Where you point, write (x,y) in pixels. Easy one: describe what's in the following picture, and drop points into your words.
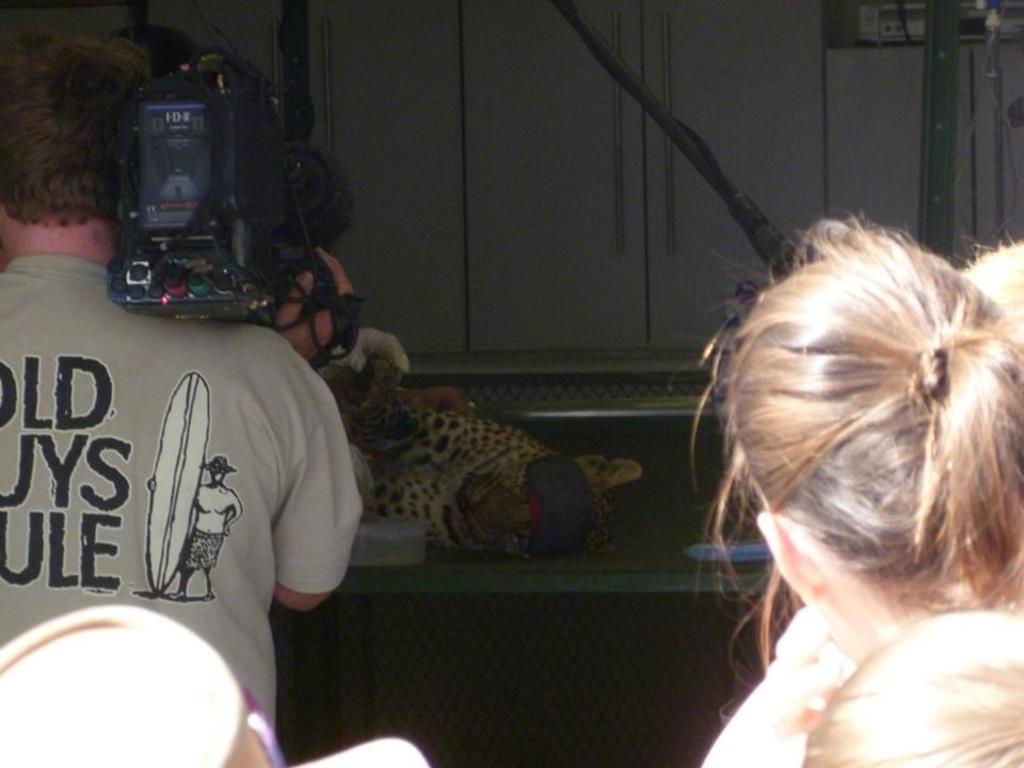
In front of the image there are people (804,460). On the left side of the image (180,532) there is a person (188,396) holding the camera (272,130). In front of him there is a leopard (525,473) on the table (395,580). There is a mesh (525,689). In the background of the image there are pipes (617,198) on the wall (454,168). There is a metal rod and some object (989,3).
